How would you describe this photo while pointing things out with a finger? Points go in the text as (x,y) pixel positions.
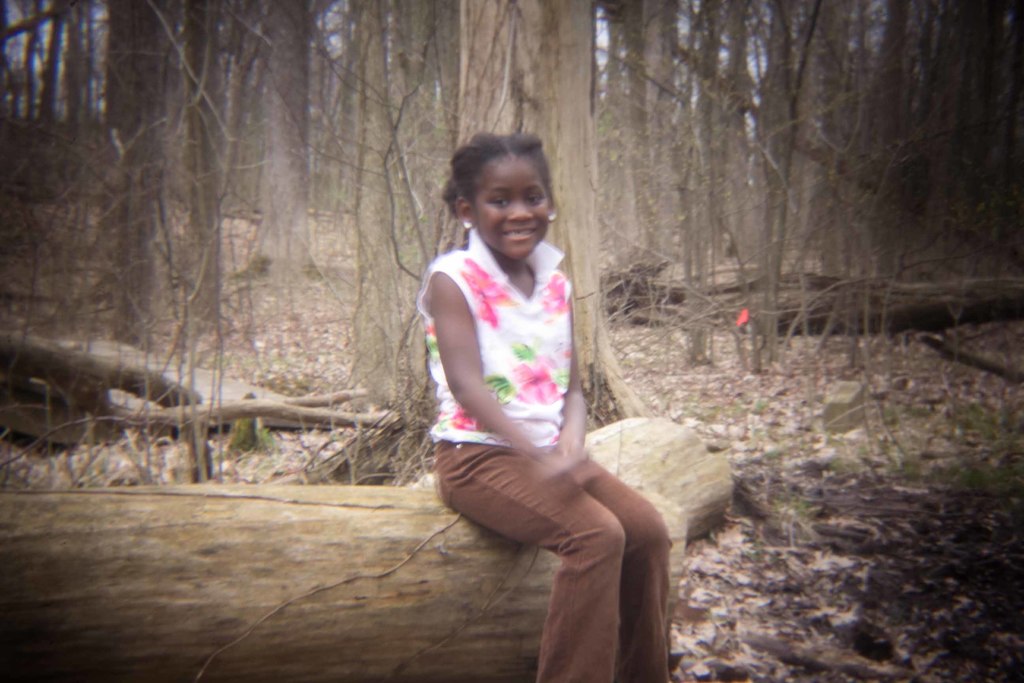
In the foreground of this image (550,439), there is a girl (508,441) sitting on a trunk (236,580) which is laid down on the ground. In the background (204,206), there are trees (382,103).
